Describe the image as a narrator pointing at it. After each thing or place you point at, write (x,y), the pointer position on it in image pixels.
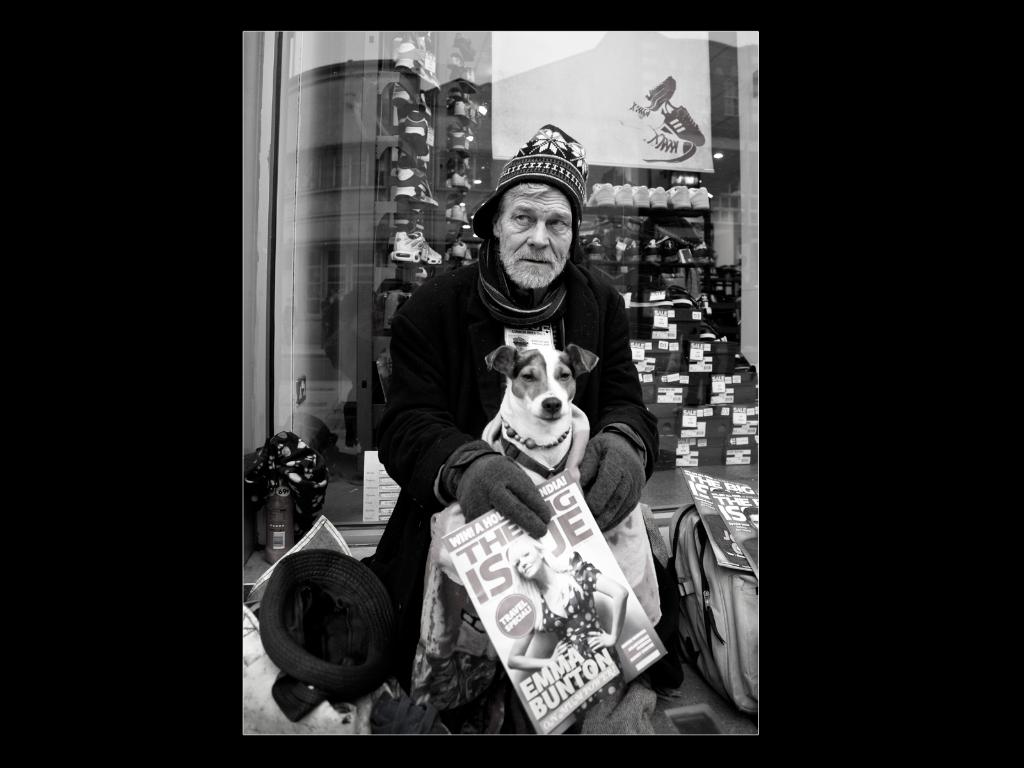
In this black and white picture we can see a man (540,250) wearing a hat (555,184) and scarf (525,326), gloves (598,511) holding a dog (524,384) with his hands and he is also holding a magazine (505,616). Near to him there is a bag (724,601) with magazines (733,533). Here this is a hat (312,637).
